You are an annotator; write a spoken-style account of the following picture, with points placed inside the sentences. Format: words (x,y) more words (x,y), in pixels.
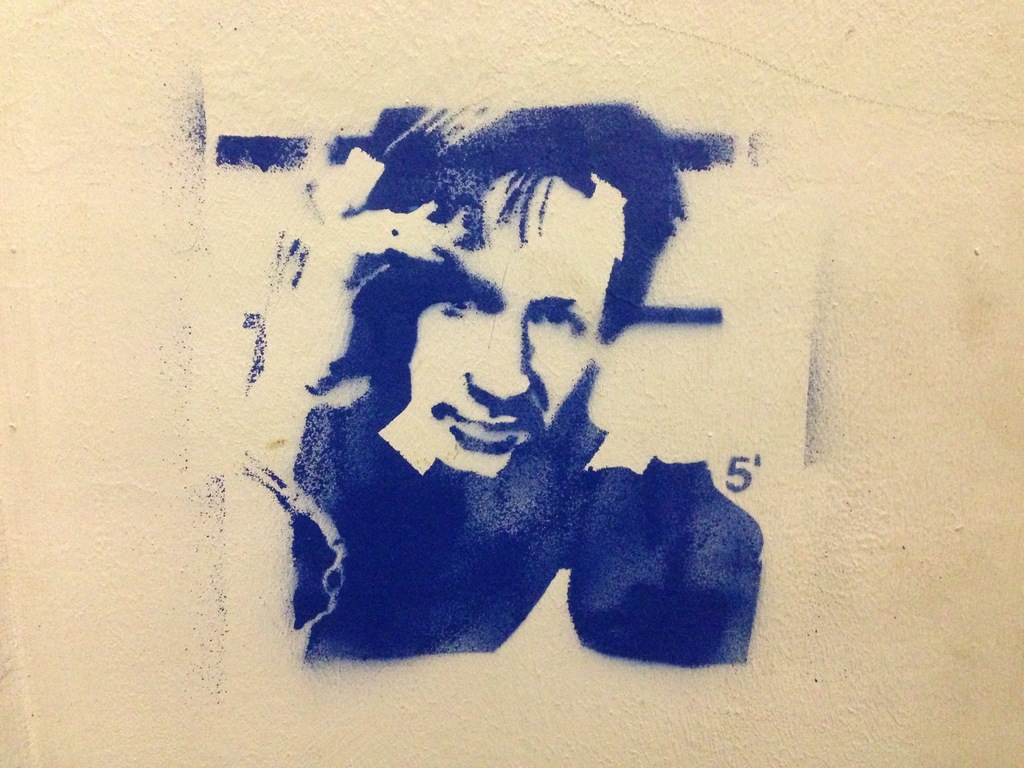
In this image there is a wall (104,160), and on the wall (315,340) there is some graffiti (451,329).
